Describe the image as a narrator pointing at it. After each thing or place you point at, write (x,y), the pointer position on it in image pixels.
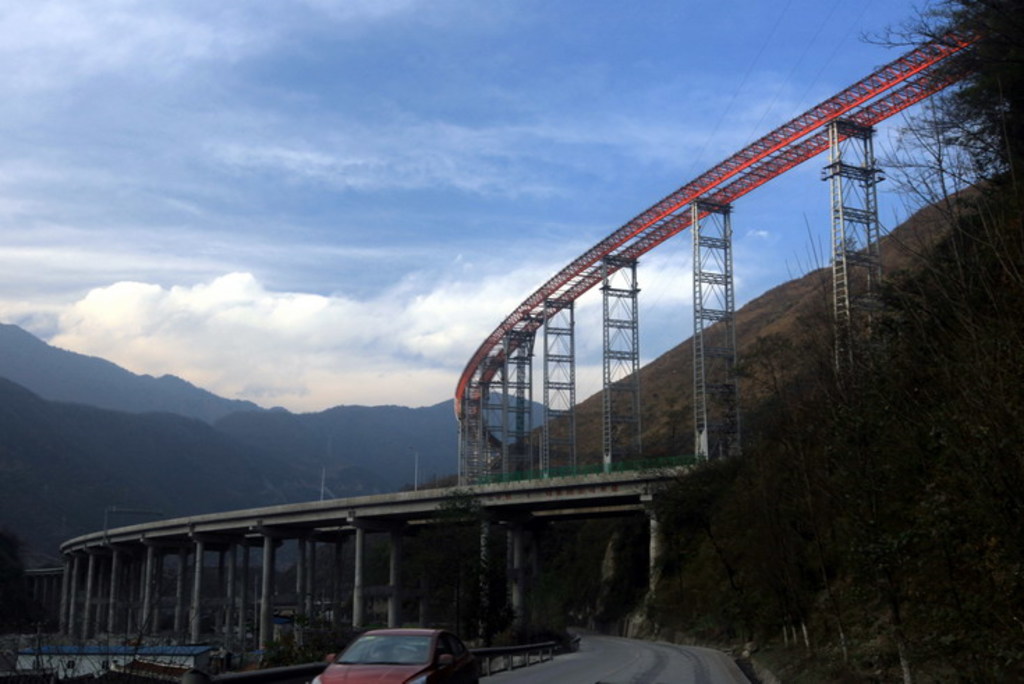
In this picture there is a car (347,659) and a bridge (482,602) at the bottom side of the image (351,675) and there are trees (728,486) on the right (739,486) and left side of the image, there are towers (637,425) in the center of the image (637,301).
